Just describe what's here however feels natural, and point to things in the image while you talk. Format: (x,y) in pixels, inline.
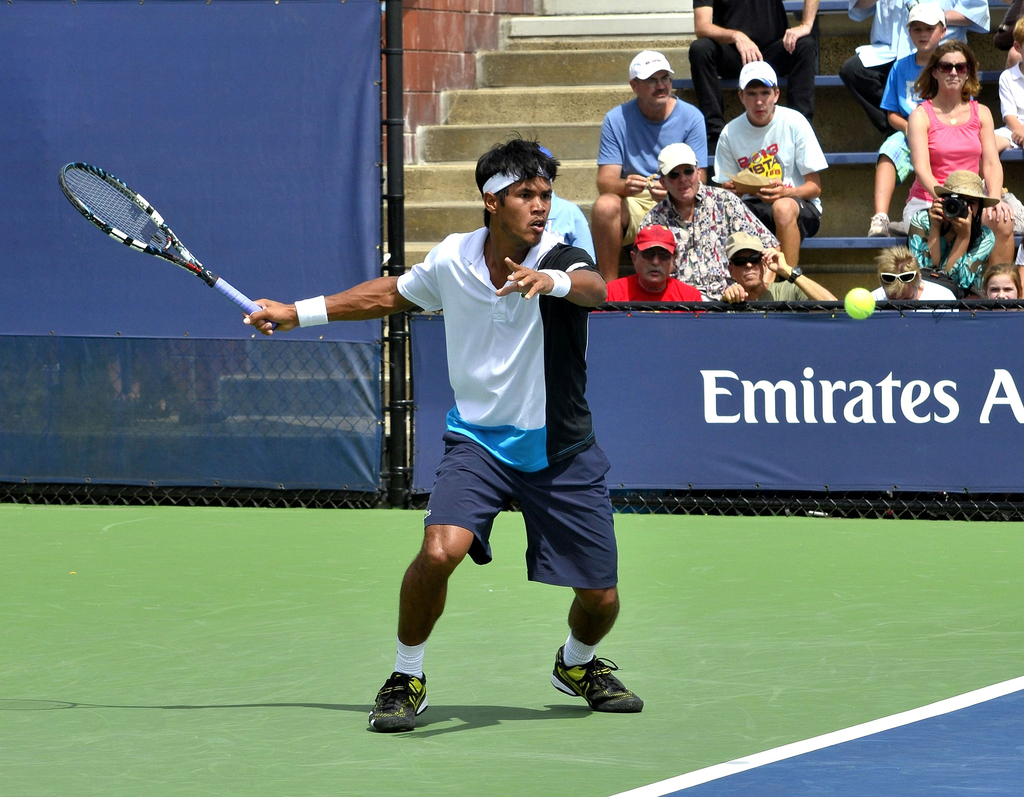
In the image we can see there is a man (530,357) who is holding tennis racket (221,292) in his hand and on the other side people (889,110) are looking at him.
